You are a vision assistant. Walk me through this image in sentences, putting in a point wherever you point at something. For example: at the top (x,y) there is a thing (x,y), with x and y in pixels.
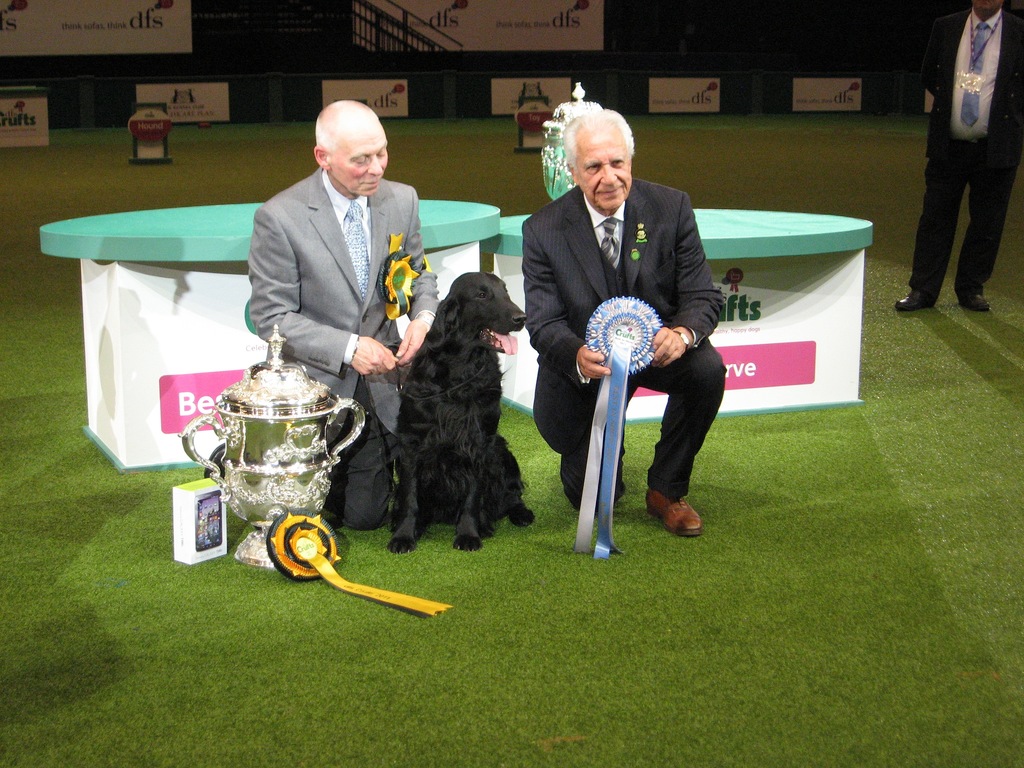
In the foreground of the image (591,608) we can see grass (252,155). In the middle of the image (393,458) we can see two persons (377,464), a dog (431,465), two tables (80,260) and mementos (306,481). On the top of the image (95,16) we can see steps (447,38), posters (574,48) and a person (964,53) is standing.
